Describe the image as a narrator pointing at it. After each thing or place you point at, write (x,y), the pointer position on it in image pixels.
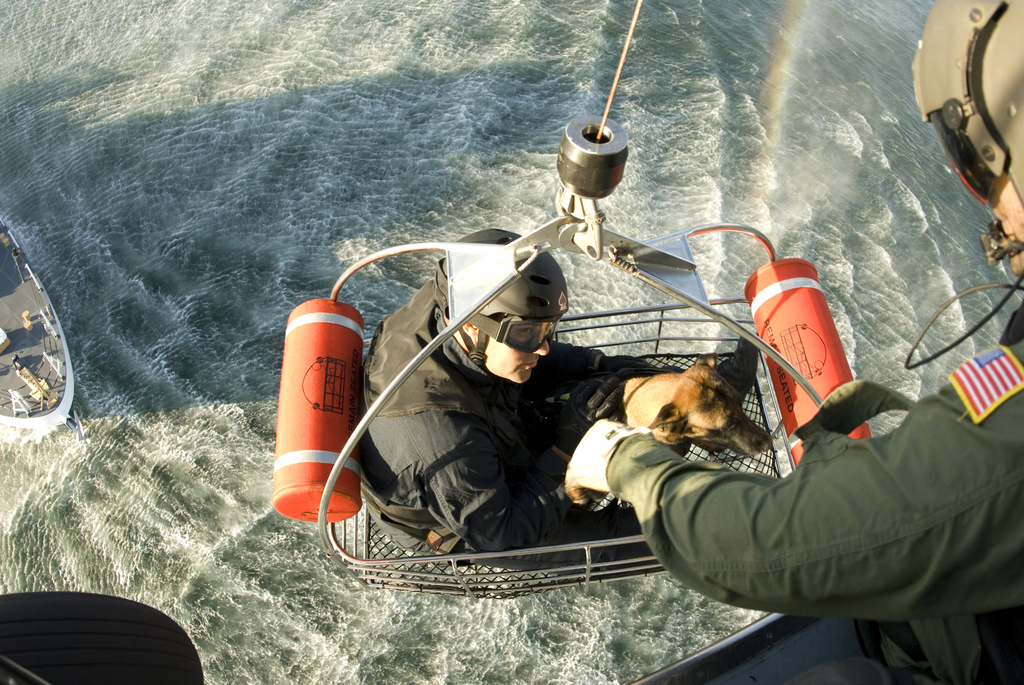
In this image there is a trolley (679,356), on which there is a person (435,352), dog (699,385), cylinders (301,367) attached to it, on the right side (982,143) there is a person (1016,610), on the left side (27,273) there is a ship (63,391) visible on the sea (181,280).
